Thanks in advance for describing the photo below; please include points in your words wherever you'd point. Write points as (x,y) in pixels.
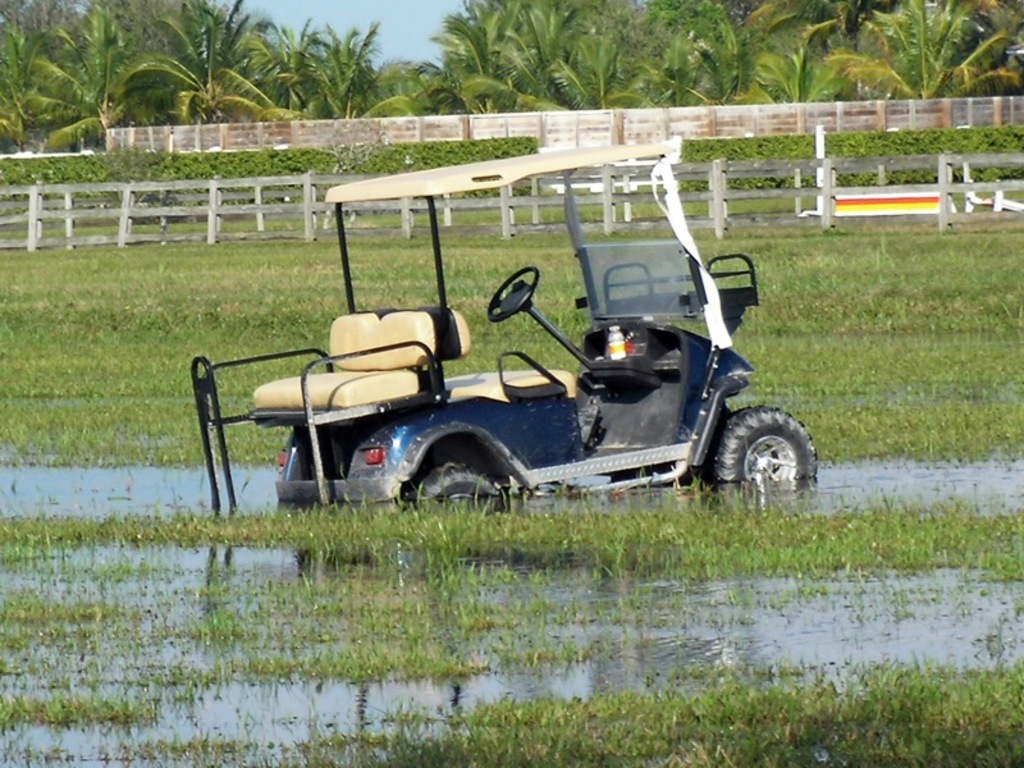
In this image a vehicle (432,379) is in the water (989,627) having some grass (965,549). There is a fence (364,228) on the grassland (171,270). Behind it there are few plants (288,149). Behind it there is a wall (516,116). Background (545,13) there are few trees (582,43) and sky (394,39).
